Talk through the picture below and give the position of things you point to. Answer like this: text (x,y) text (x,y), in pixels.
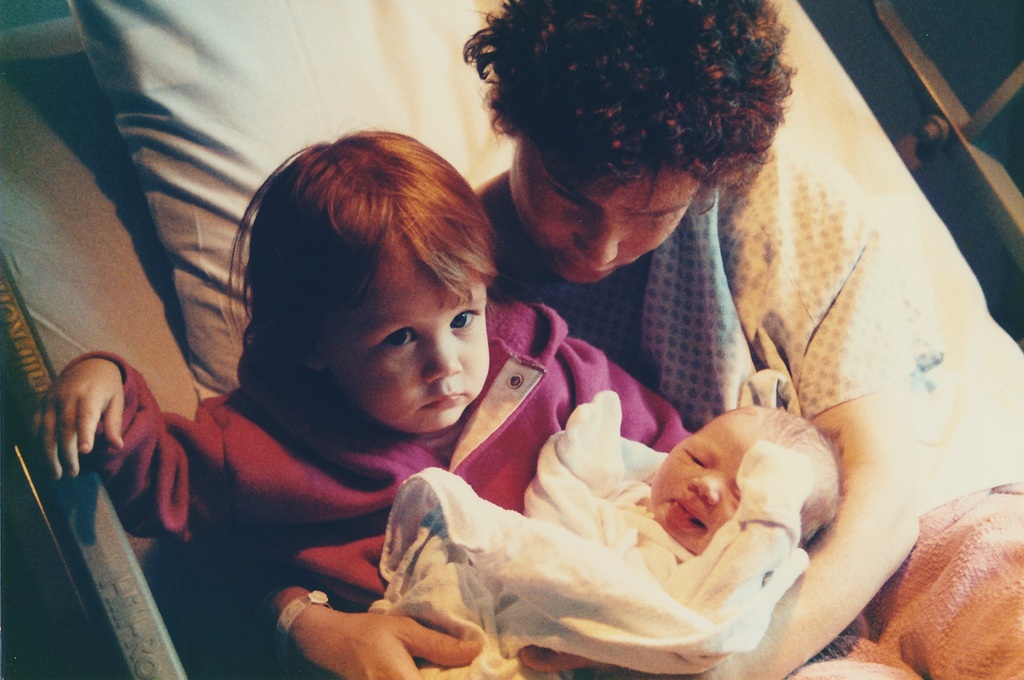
In this image we can see a woman (656,322) and a child (475,425) lying on a bed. In that a woman (680,322) is carrying a baby (606,606). We can also see a pillow (237,45) on a bed (177,342) and some metal poles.
